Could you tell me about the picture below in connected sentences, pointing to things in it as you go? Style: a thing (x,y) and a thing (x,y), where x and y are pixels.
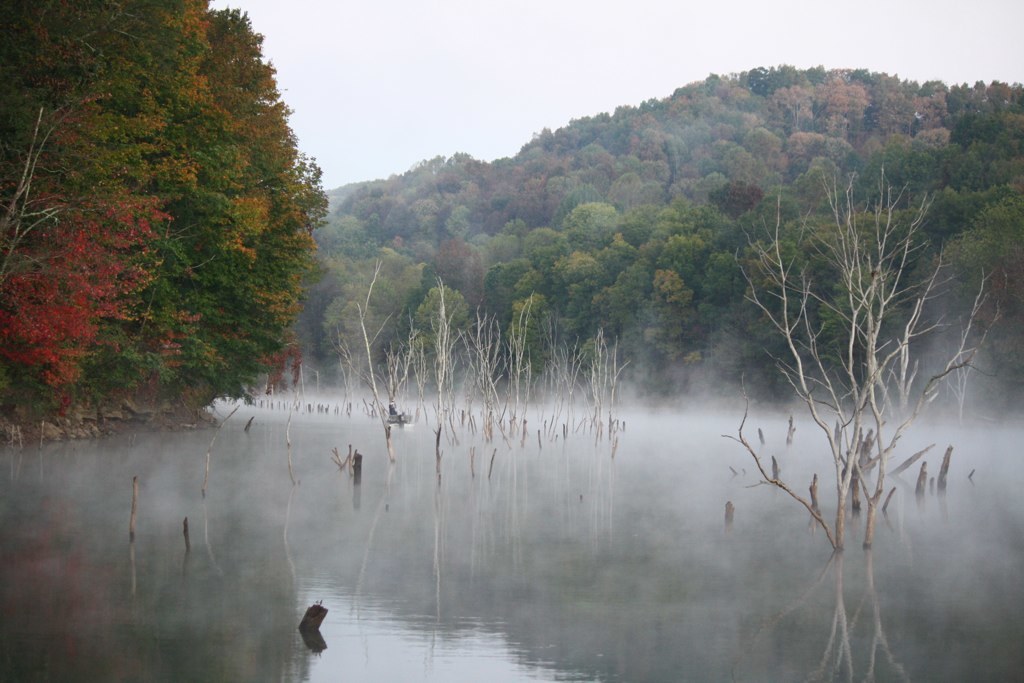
This image is taken outdoors. At the bottom of the image (376,565) there is a pond (212,579) with water (673,662) and a few dry plants (862,446). In the background (322,300) there are many trees (136,281) and plants (494,184). At the top of the image (429,65) there is a sky (463,55) with clouds (846,18).
